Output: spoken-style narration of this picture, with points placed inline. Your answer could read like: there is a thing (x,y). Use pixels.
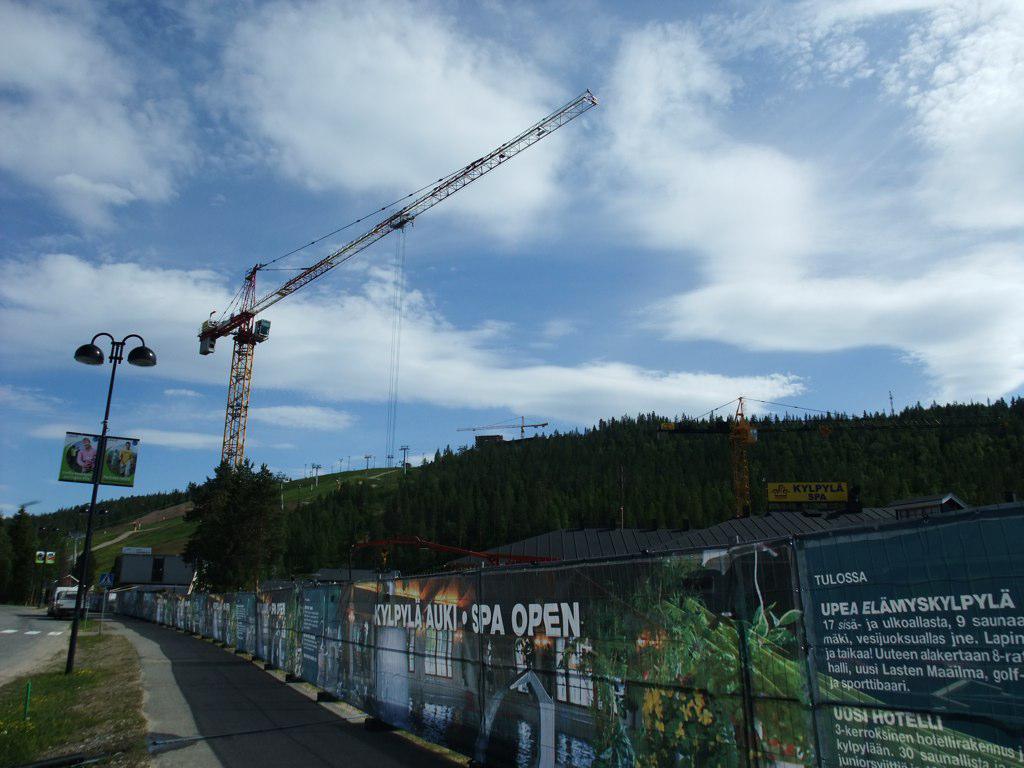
In this image I can see a tower crane (742,471). I can see few paintings (578,649) on the wall (505,699). I can see few trees (10,581). I can see a pole (85,577). At the top (520,203) I can see clouds (777,154) in the sky (592,302).
